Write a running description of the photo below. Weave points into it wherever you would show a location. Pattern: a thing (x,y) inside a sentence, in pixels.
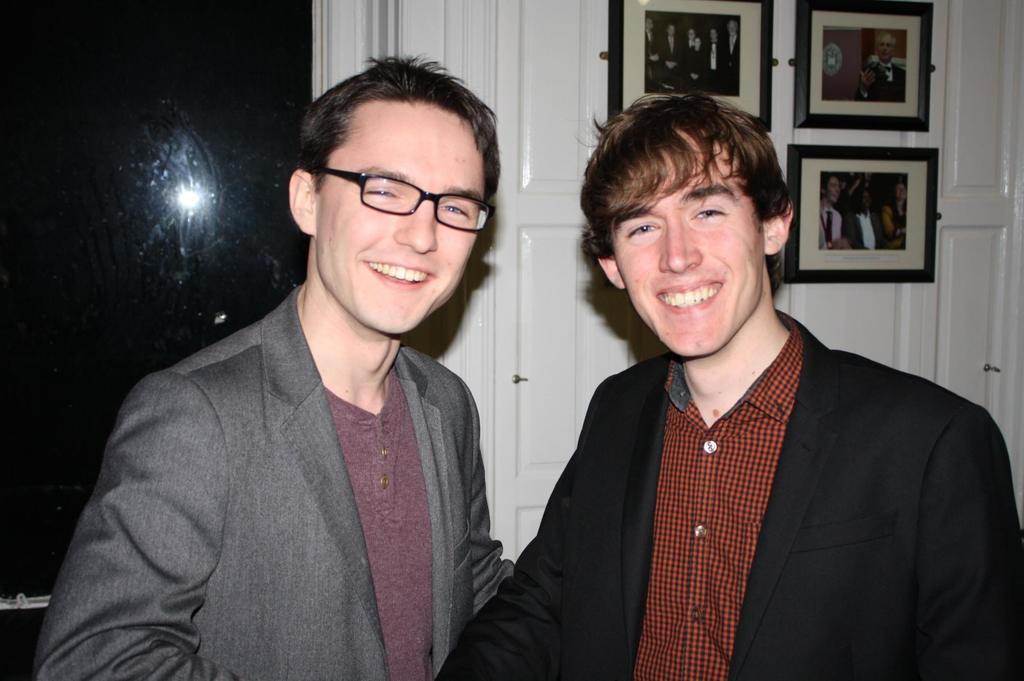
The man (690,387) in the brown shirt (686,527) and black blazer (585,540) is standing and he is smiling. Beside him, the man (387,516) in grey blazer (255,476) who is wearing the spectacles (418,200) is standing and he is also smiling. Behind them, we see a white wall (534,215) or a cupboard (532,199) on which photo frames (738,54) are placed. On the left side (233,207), it is black in color and it might be a glass window (144,224).
